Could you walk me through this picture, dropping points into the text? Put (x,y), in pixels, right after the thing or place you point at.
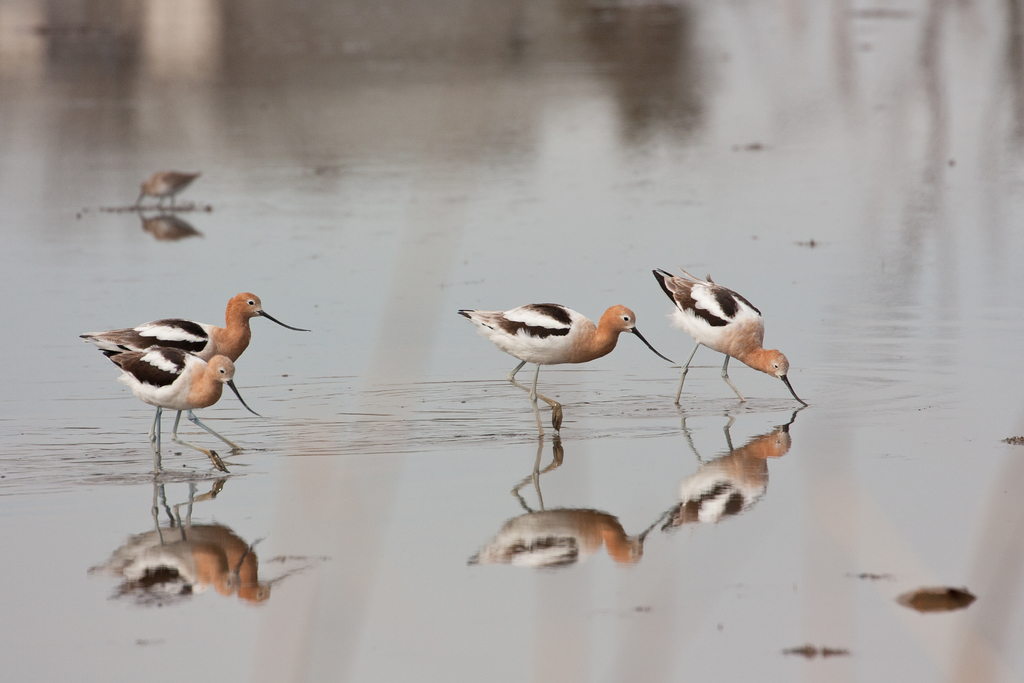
In this picture we can see the water (803,172) and the birds (536,366). We can see the reflection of the birds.
